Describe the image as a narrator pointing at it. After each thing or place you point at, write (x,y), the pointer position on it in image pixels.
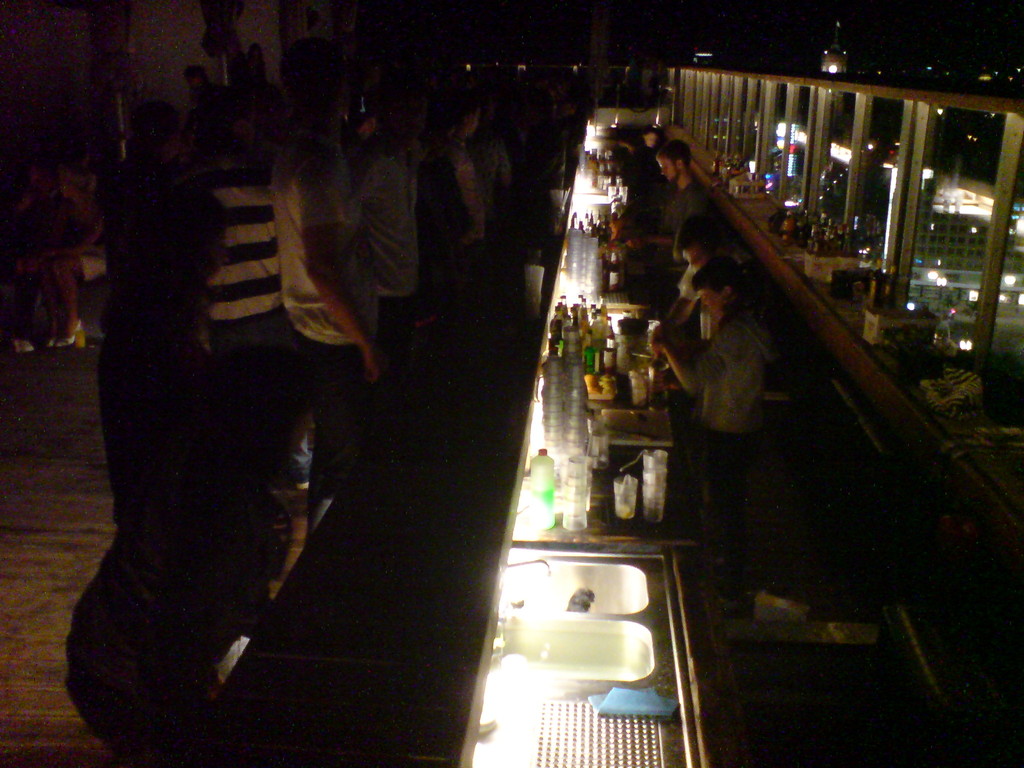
In this image at the bottom (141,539), there is a bar counter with sinks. On the left (228,473) there are many people (242,335). In the background (478,167) there are lights (975,296), pillars (913,149), glass (967,199), buildings (981,203), tables (974,419) and people (699,191).
